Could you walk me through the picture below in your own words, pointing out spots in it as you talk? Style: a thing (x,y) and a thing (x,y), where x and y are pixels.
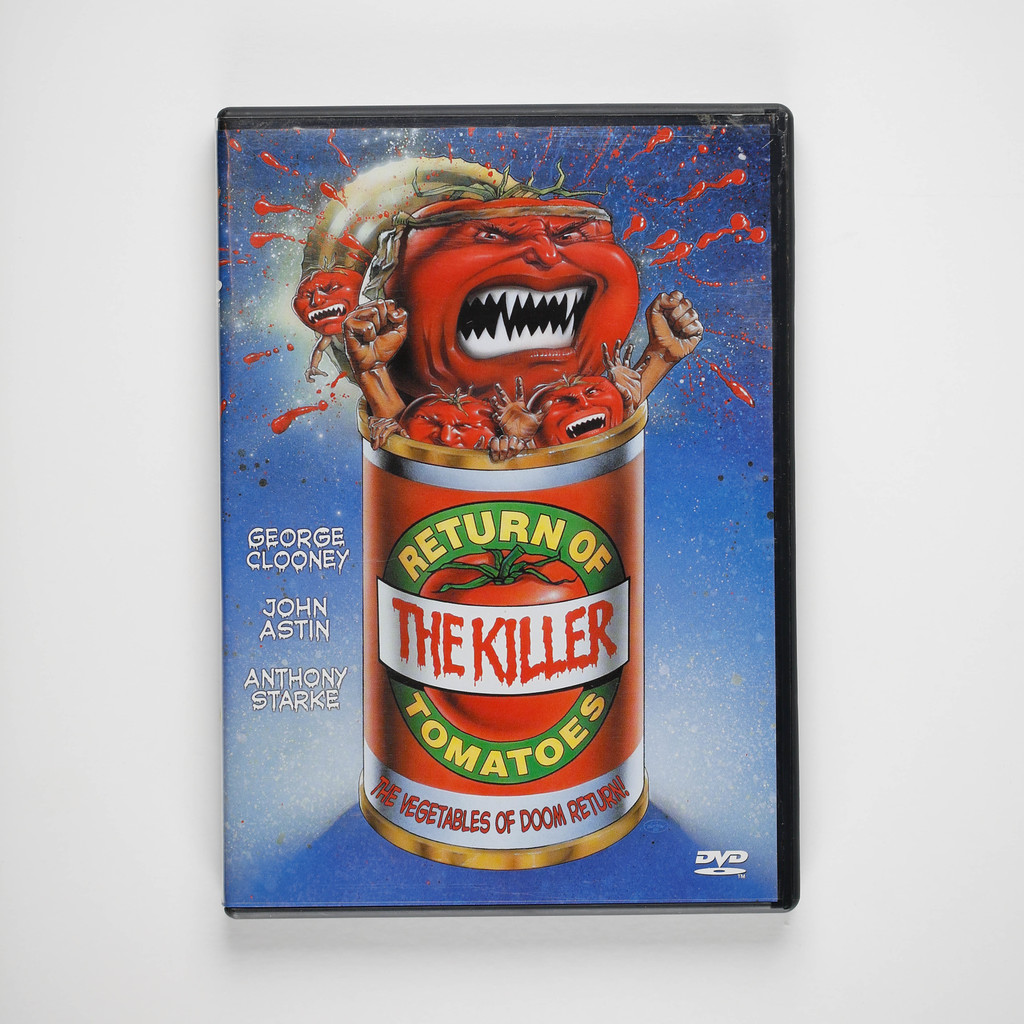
I think this is a DVD case (730,611) with a picture (571,268) and letters (293,534) on it. This picture is of a tin (424,447). I think these are the tomatoes (551,287). The background (227,27) looks white in color.
